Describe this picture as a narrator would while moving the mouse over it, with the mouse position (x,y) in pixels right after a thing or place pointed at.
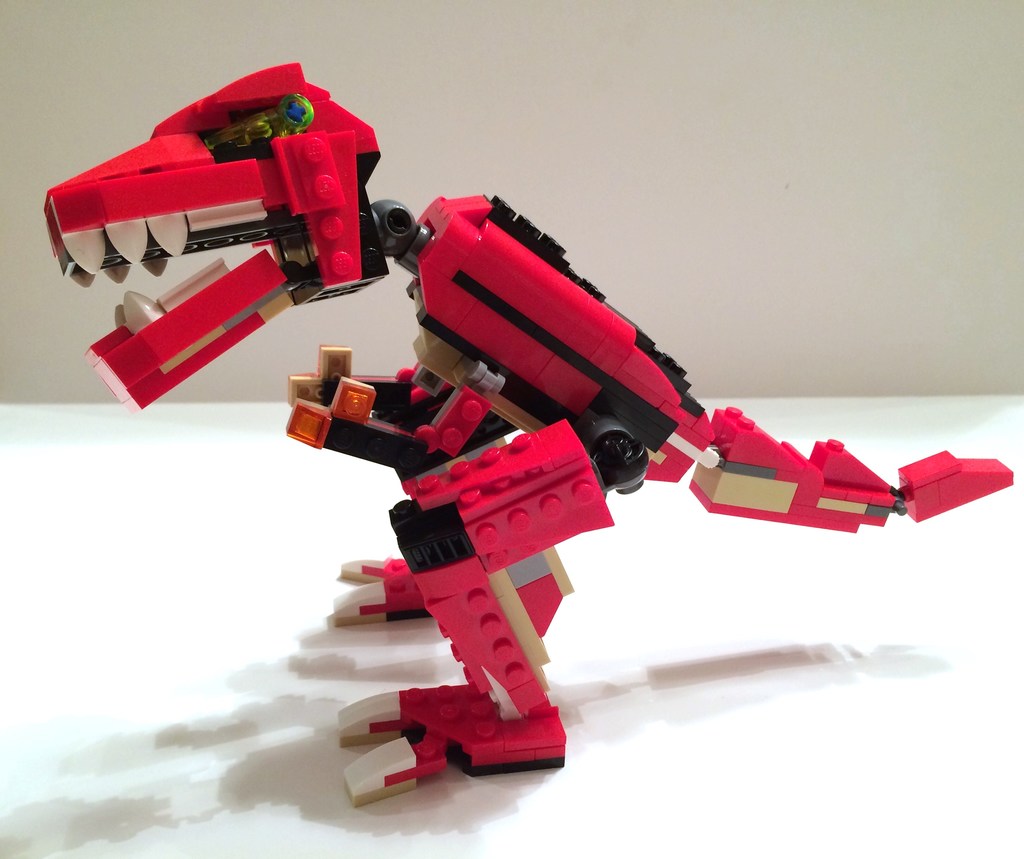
In this picture we can see a red color toy (509,594) in the front (472,468), in the background (808,119) there is a wall (647,143).
